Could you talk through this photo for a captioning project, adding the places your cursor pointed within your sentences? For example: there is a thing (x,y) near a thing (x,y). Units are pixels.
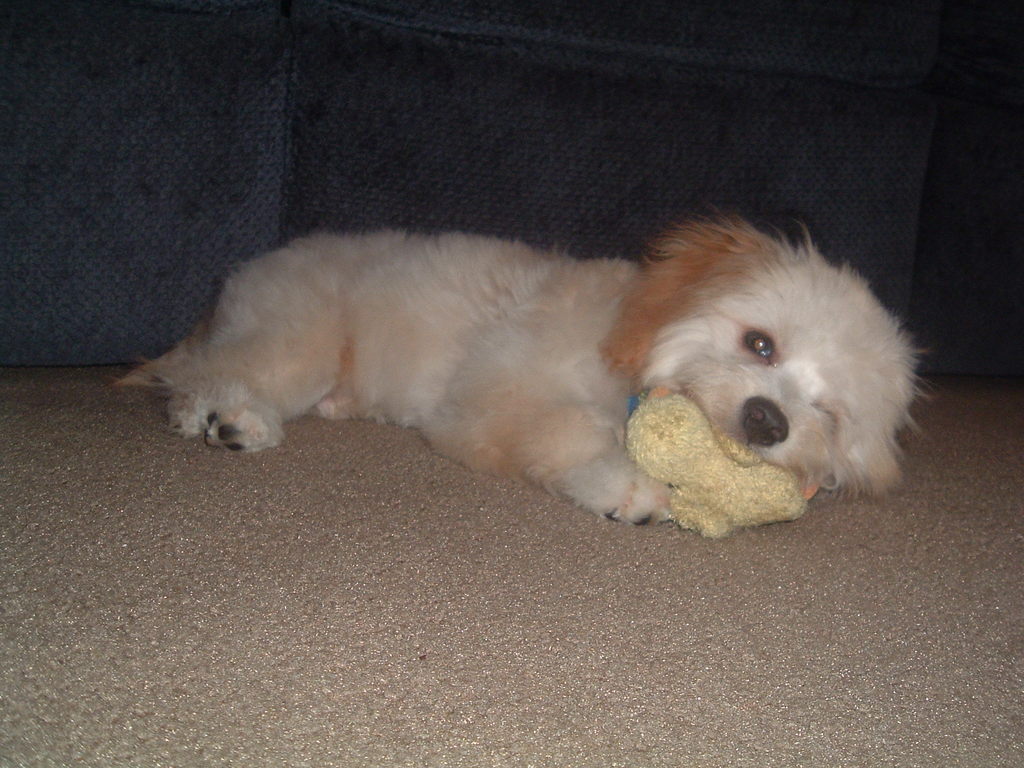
In this image there is a dog (440,295) on a carpet (269,570).
